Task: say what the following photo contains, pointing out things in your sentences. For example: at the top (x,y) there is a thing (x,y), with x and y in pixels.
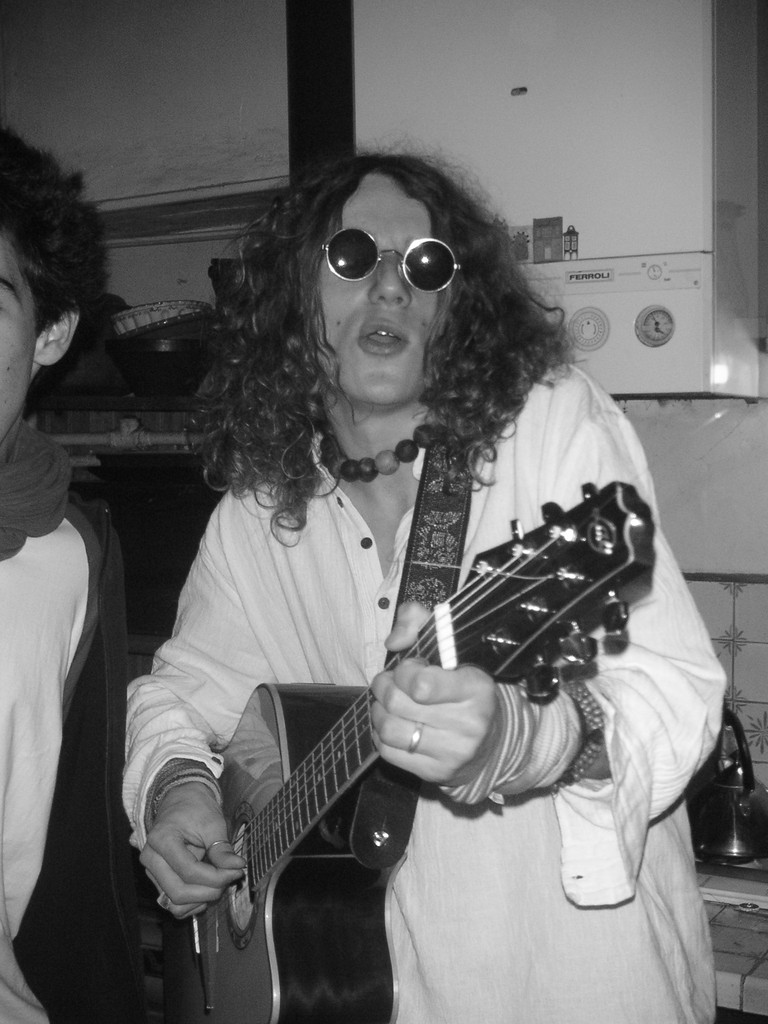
In this image there is a person (398,622) wearing white color dress (246,664) playing guitar (591,555).
